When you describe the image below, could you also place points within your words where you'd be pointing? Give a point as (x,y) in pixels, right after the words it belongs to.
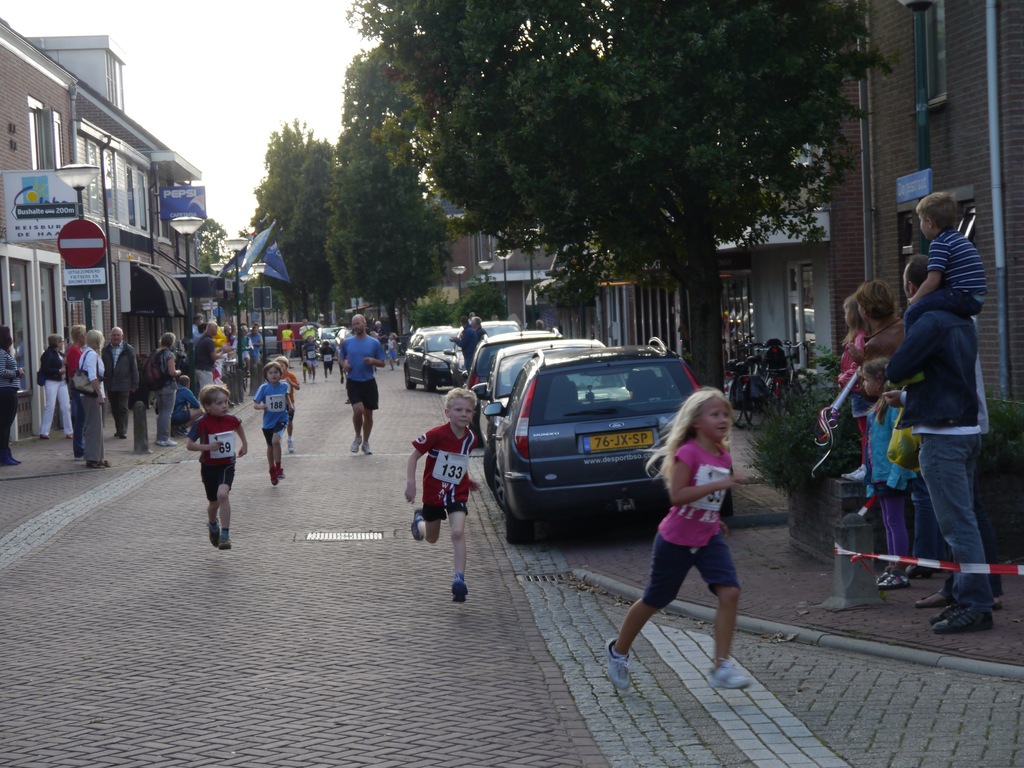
In the image there are few people (280,403) running on the road (291,657). On the left side of the image (95,448) there is a footpath (53,441) with few people (97,391) are standing. And also there are poles (84,187) with lamps (77,166), sign boards (65,251) and posters (36,179). There are buildings (15,96) with walls (11,109) and glass windows (114,187). And on the right side of the image (896,536) there is a footpath (752,468) with few people (945,505), bicycles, trees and poles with lamps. And also there are buildings (727,336) with walls (784,321) and windows (724,317). In the background (526,242) there are many trees (426,258). At the top of the image (251,211) there is sky (264,110).
